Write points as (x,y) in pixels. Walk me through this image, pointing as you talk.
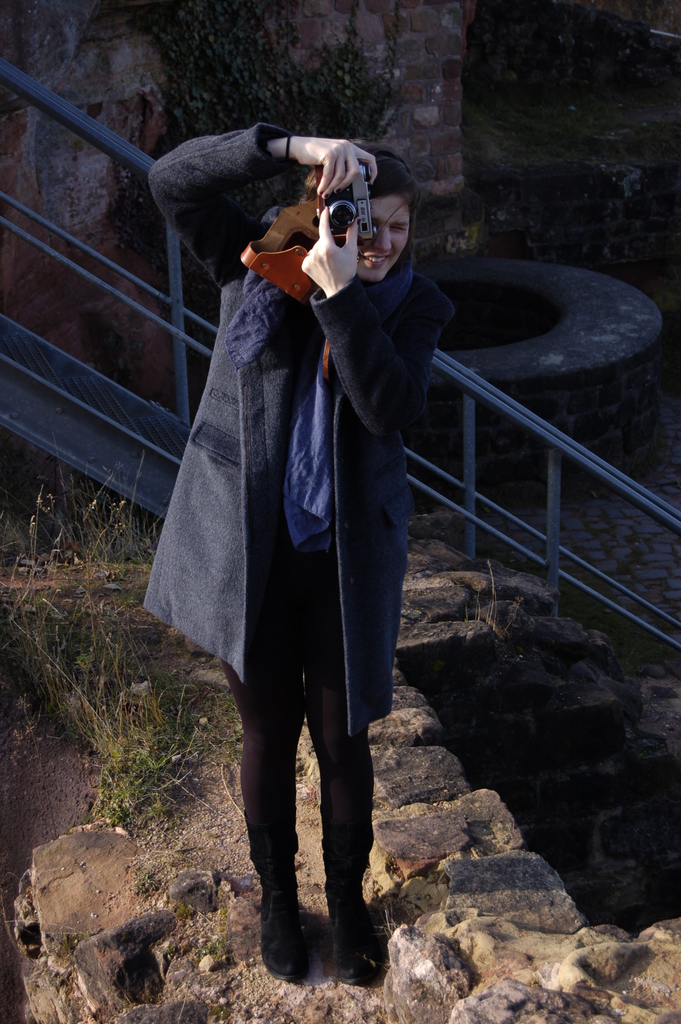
In this picture there is a person (229,320) standing, holding a camera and in the background (120,83) there are some rocks (117,109).
